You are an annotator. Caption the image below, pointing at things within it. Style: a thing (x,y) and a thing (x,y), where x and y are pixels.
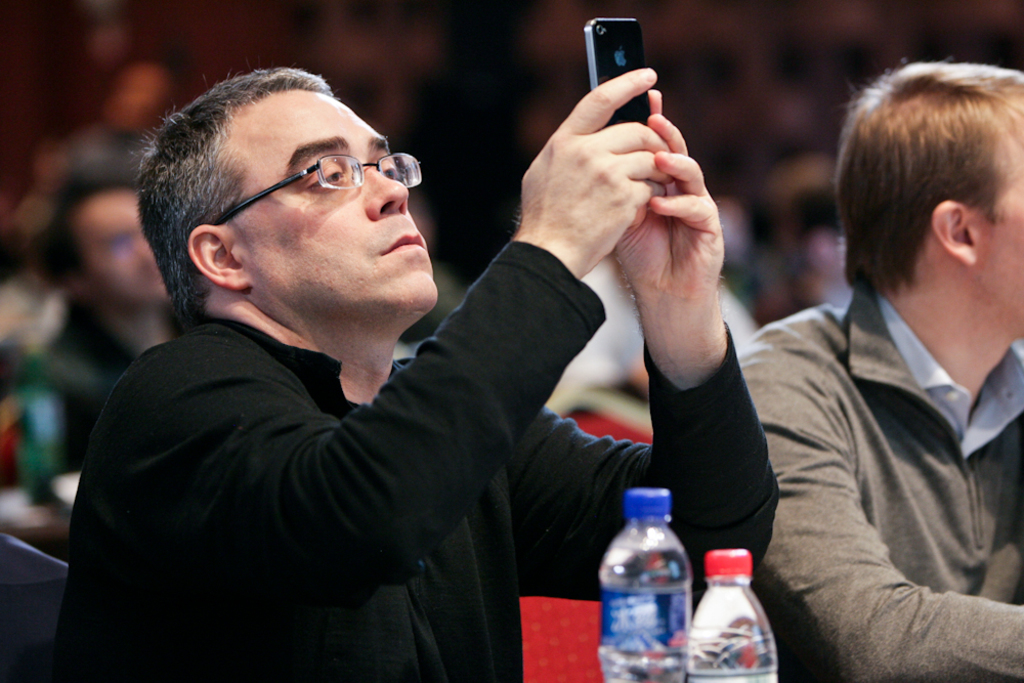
This picture shows a man (556,434) holding a mobile (592,32) in his hand (612,176) and taking a picture and we see other men (769,420) seated and we see two water bottles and we see few people (41,297) seated on their back.
